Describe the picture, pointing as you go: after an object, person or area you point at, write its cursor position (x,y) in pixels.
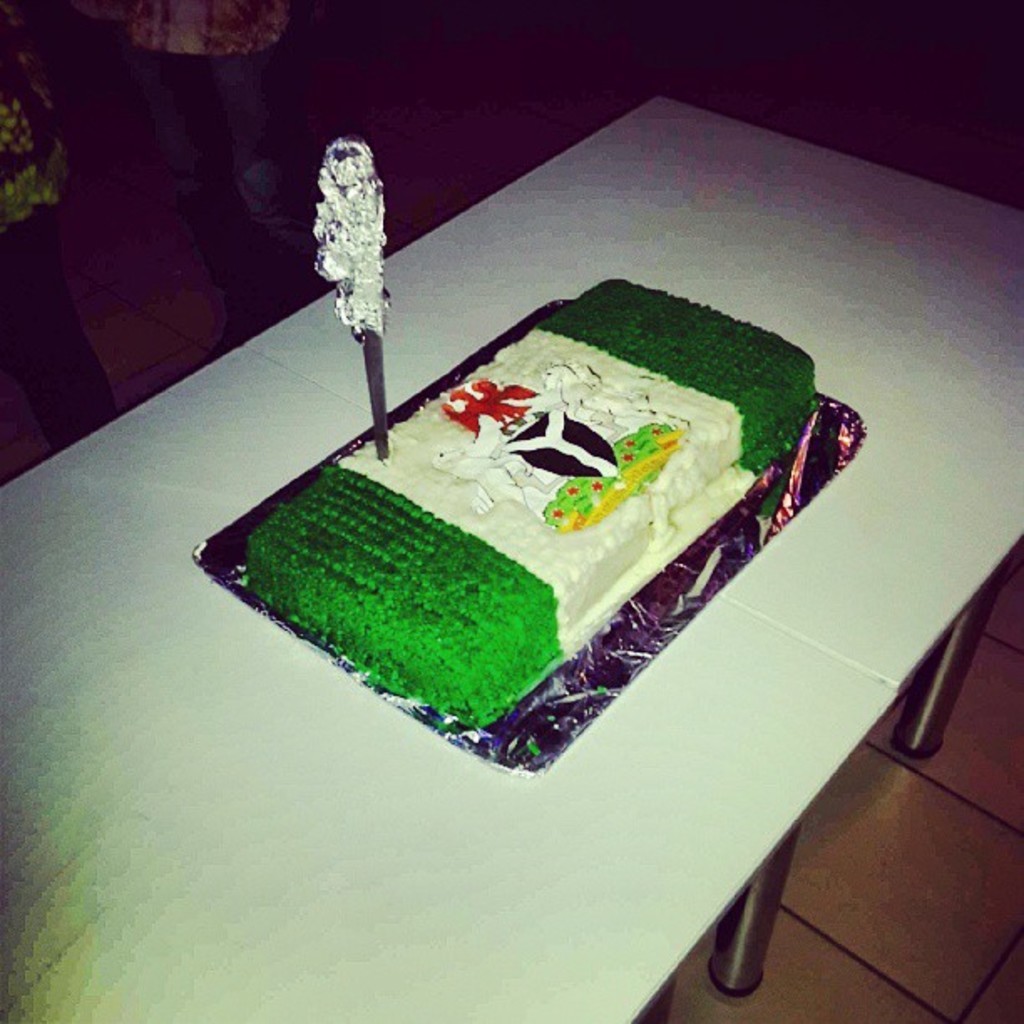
In this picture I can see a cake (483,523) on the tables (778,652), there is a knife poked into the cake (418,448), and in the background (265,83) I think there is a person (230,35) standing.
